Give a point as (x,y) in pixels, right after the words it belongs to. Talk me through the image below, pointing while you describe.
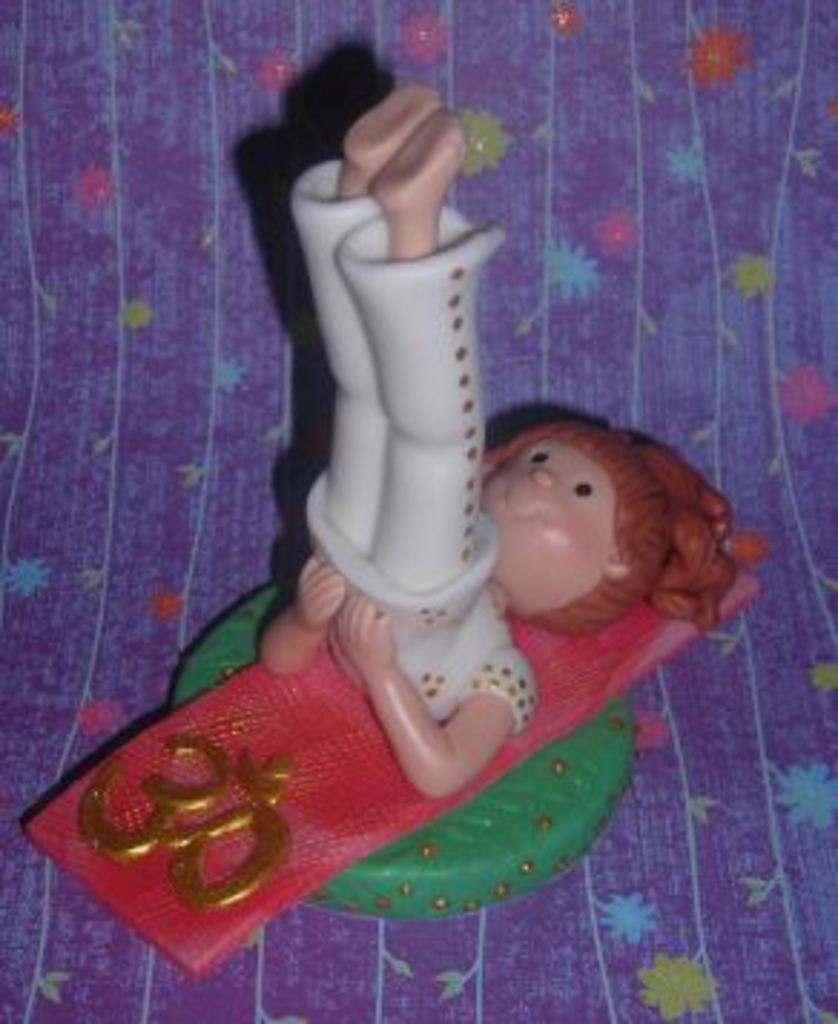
This image consists of a doll (390,641) is kept on the cloth (724,896) which is in blue color. The doll (361,343) is having a white color dress (406,553).
